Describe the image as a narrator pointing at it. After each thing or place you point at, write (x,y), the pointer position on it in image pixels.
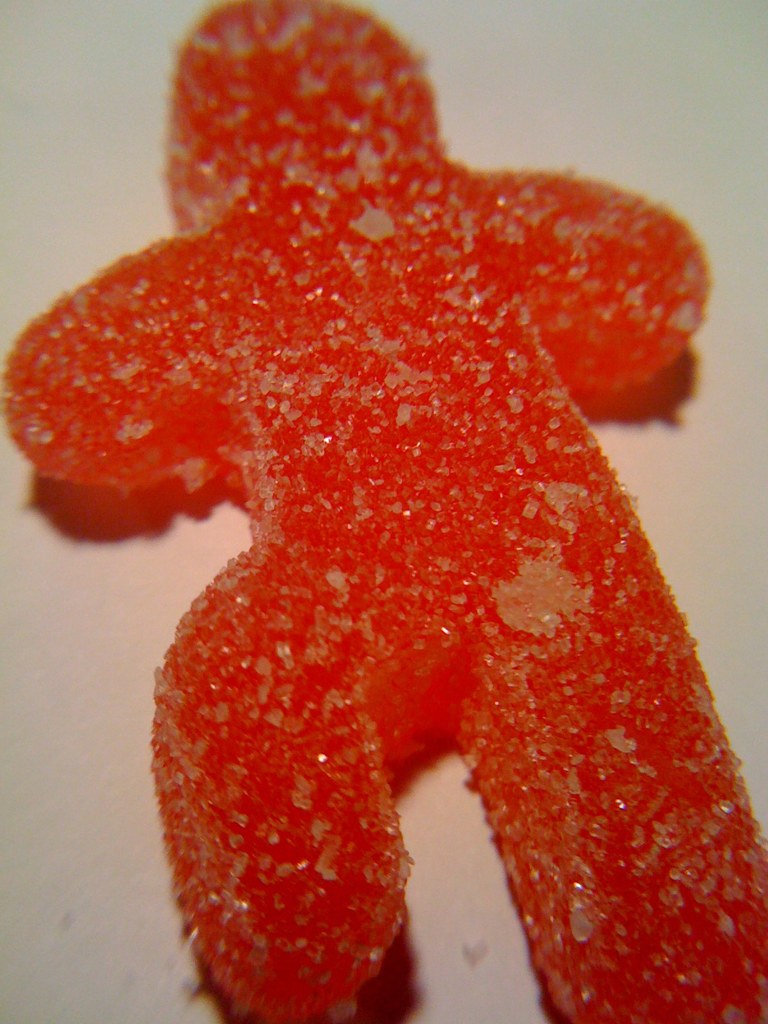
In this image there is a candy (448,515) coated with sugar (445,472).
